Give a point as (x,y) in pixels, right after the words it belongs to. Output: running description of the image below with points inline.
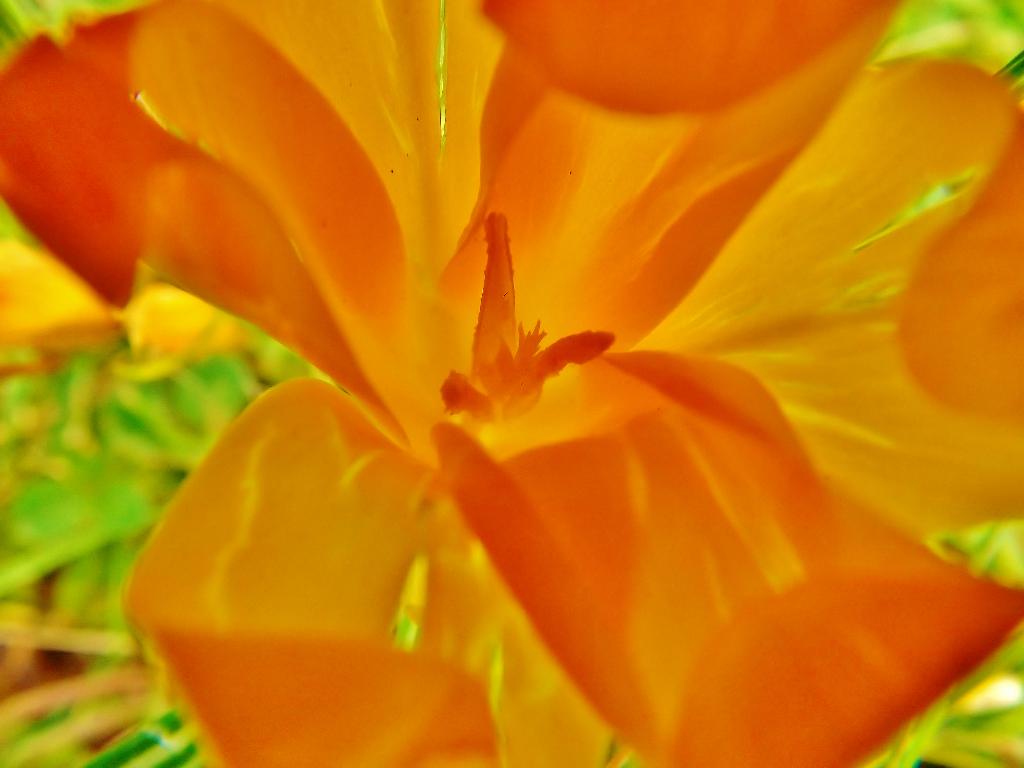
In the picture I can see an orange color flower (567,528). The background of the image (150,461) is blurred.
